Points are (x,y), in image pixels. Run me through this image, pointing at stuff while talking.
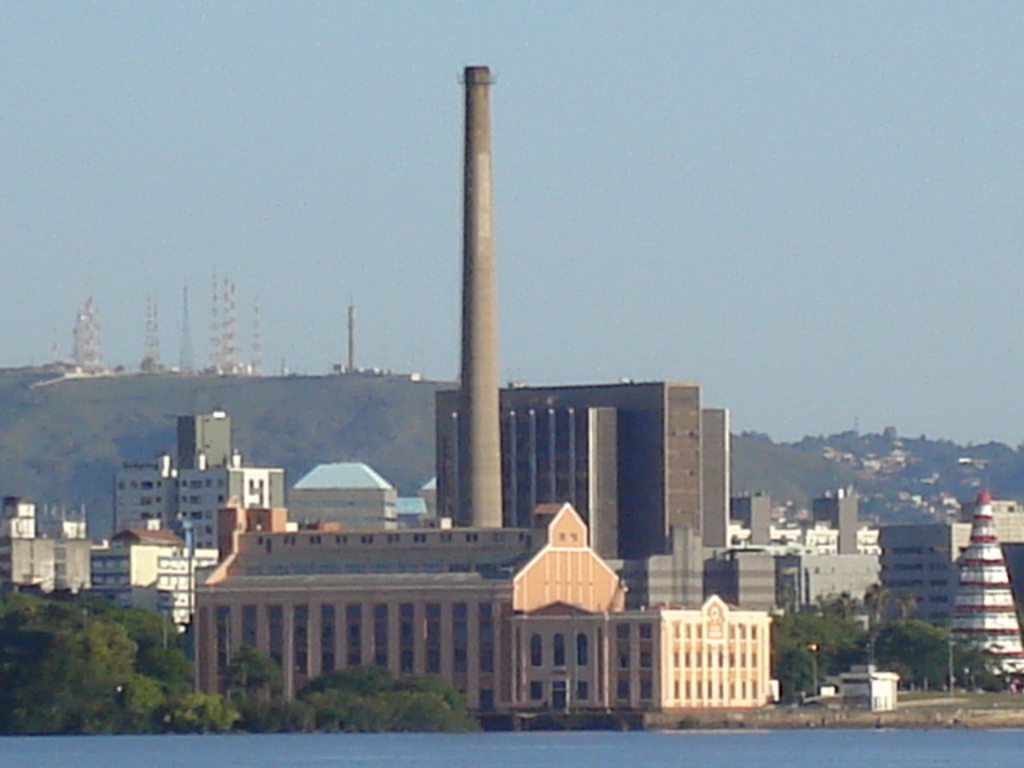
Here at the top of the picture (366,53) we can see the sky (559,27) and at the bottom of the picture (465,744) we can see the river (522,742). In the middle of the picture (448,398) we have trees (18,640), houses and factories (332,645) and a chimney (493,295).
